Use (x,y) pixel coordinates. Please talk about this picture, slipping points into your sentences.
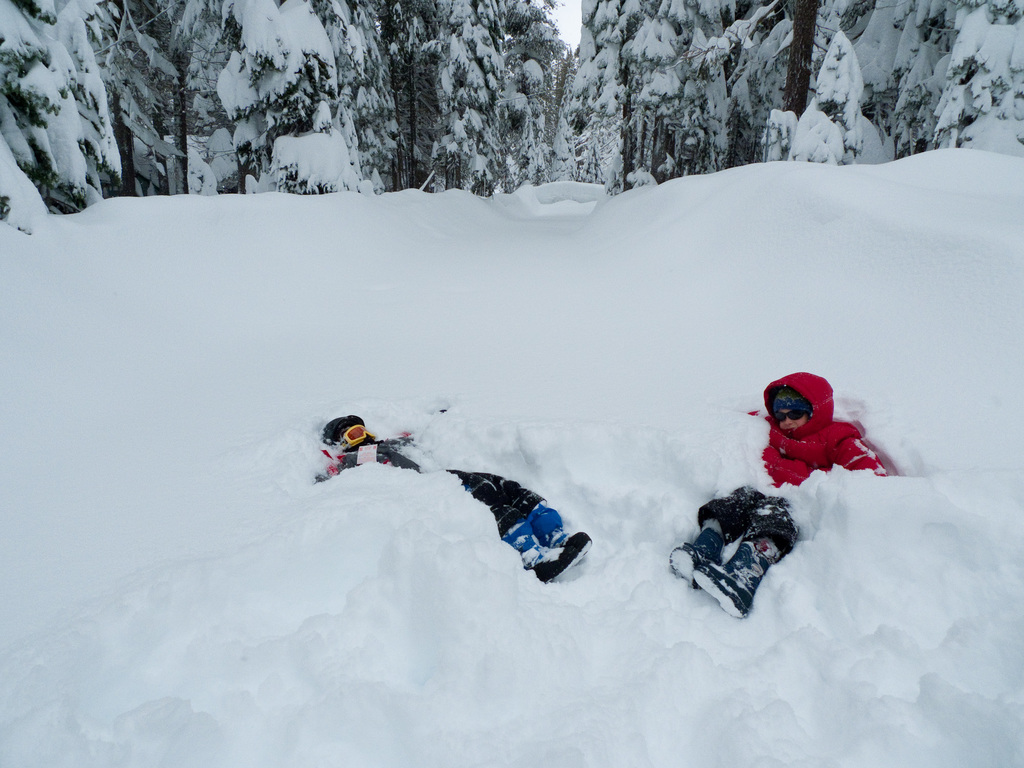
In this image there are two persons (800,447) who are sleeping in the snow (859,531). In the background (765,107) there are trees (506,91) which are covered with the snow (252,192).
